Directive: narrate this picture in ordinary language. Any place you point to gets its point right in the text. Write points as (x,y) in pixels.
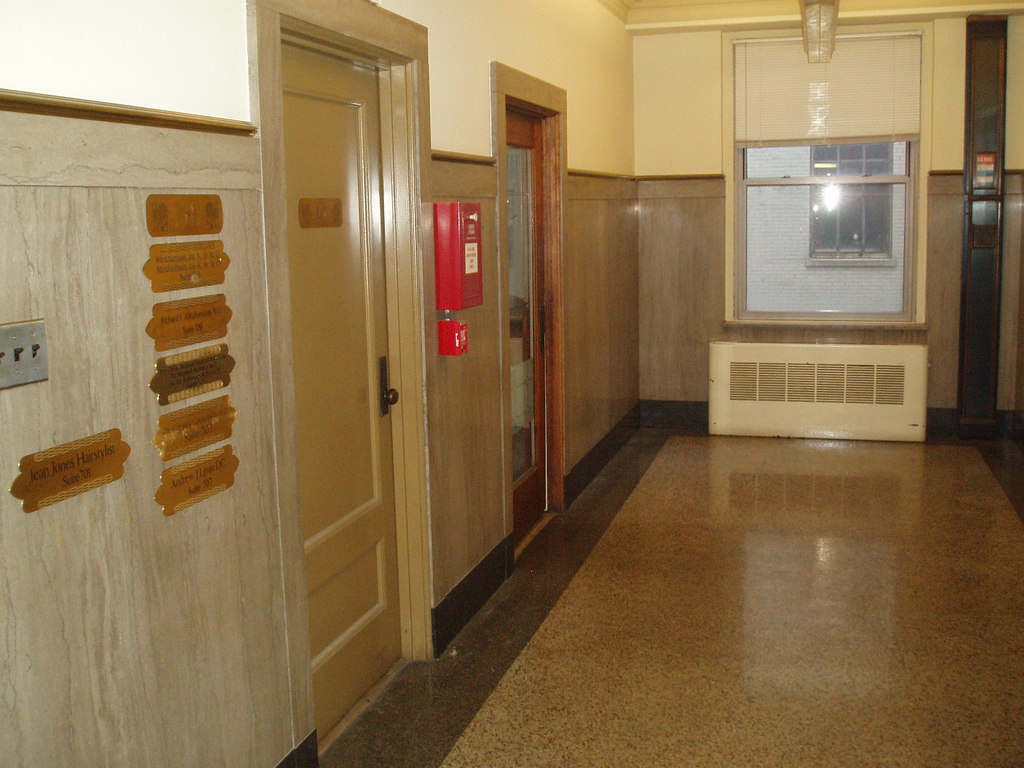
This picture shows an inner view of a building (564,435). There is one name plate (328,215) is attached to the wooden door (326,301), one glass door (518,211), one glass window (835,192), some objects (15,368) is attached to the wall (254,216) and some nameplates (180,359) attached to the wall (118,486). One object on the surface (712,691). One fire alarm box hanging on the wall (15,391).
